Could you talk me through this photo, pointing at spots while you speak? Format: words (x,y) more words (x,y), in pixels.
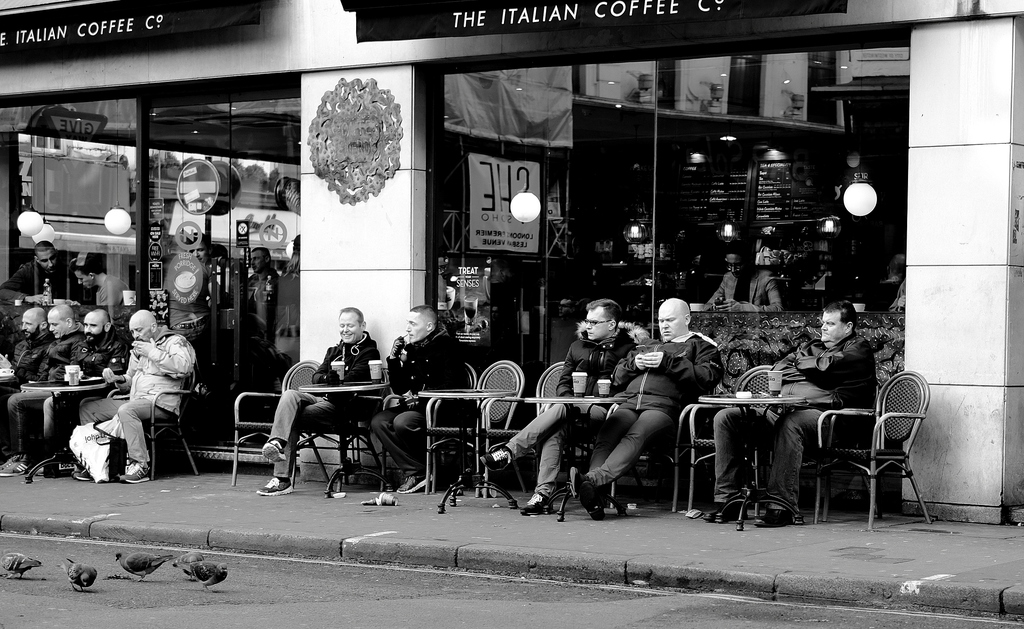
In this image in the center (651,373) there are a group of people (168,404) who are sitting on chairs (177,416), and they are holding cups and drinking and some of them are holding mobiles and some other things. And at the bottom (155,580) there is a walkway (540,576), and some pigeons (210,570). And in the background (368,103) there is a building (429,165) and there are glass windows (439,199), through the windows (748,221) we could see some boards (535,221) and buildings (87,224) and some objects (519,194). And at the top of the building (293,17) there are boards (433,15).
